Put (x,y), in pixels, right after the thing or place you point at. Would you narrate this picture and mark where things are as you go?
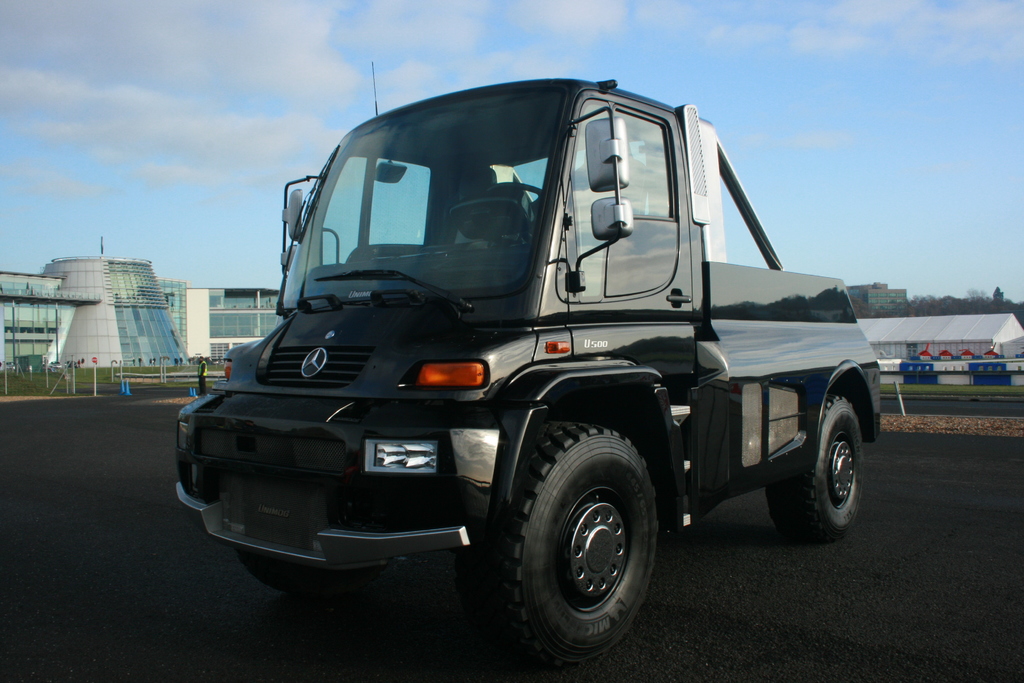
In this image, this looks like a mini truck (636,391), which is black in color. This is a building (134,313) with glass doors (154,334). Here is a person (199,366) standing. This looks like a tent (948,332). I think these are the trees (986,307). These are the clouds (264,160) in the sky (251,137).
